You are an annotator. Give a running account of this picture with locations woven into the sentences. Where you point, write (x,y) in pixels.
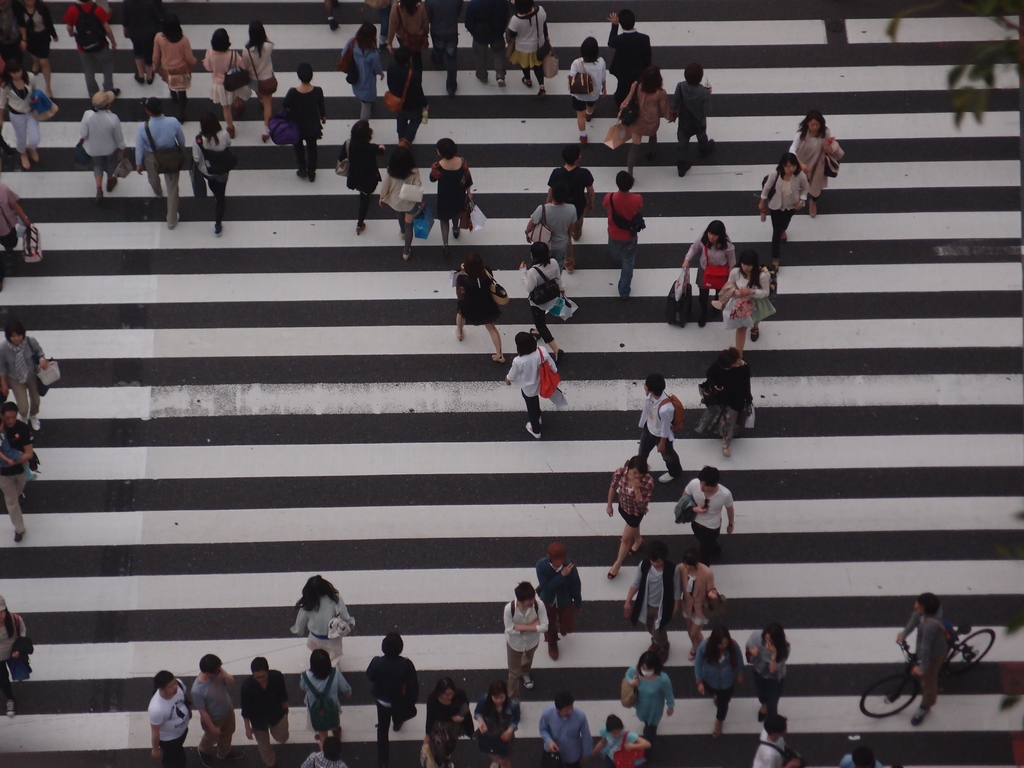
There are persons (359,154) in different color dresses (733,682), some of them are holding bags (678,326) on the zebra crossing (1009,483).
